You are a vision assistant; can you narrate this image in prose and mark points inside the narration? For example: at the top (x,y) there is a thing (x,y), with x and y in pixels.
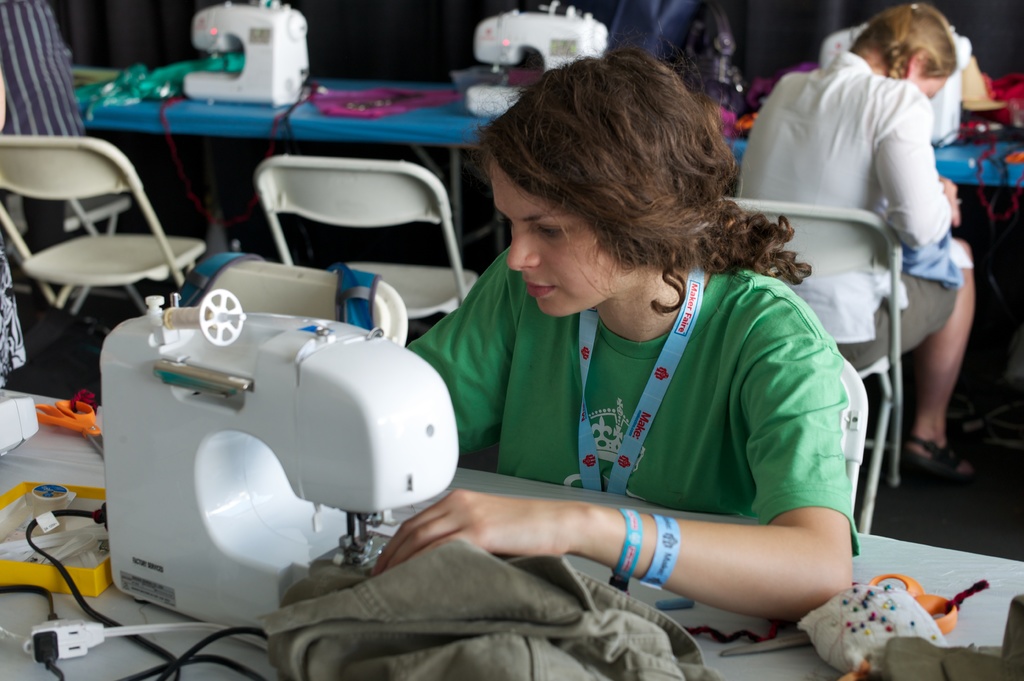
In this image I can see few sewing machines (206,50) are placed on the tables (33,457). Along with these machines (239,436) there are few clothes (285,645), cables (94,631), cutters (85,421), boxes (26,577) and some other objects (22,515). On the right side (724,259) two persons (750,325) are sitting on the chairs (861,444). On the left side (118,244) there are few empty chairs (108,250) on the floor (76,362).
